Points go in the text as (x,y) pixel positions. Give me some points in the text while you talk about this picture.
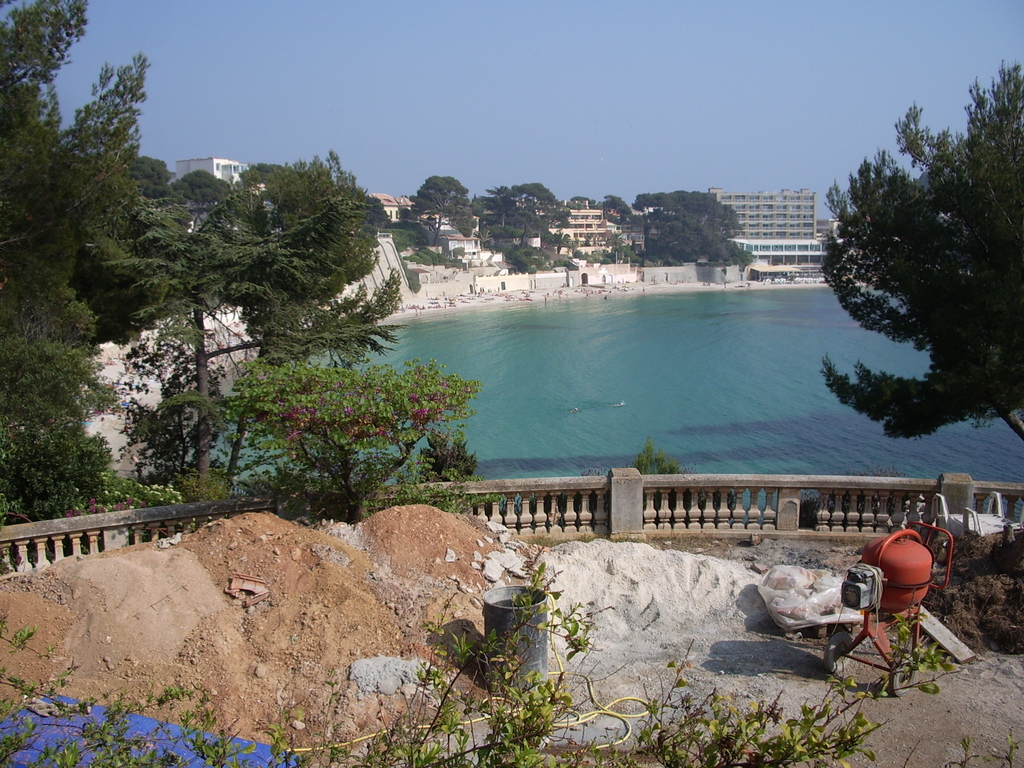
In this image there is a sand (402,713) at the bottom (197,596). In the middle (611,358) there is water (609,382). On the left side (56,304) there are trees (226,296). At the top (511,91) there is the sky (511,91). In the middle (603,271) we can see there are so many buildings (447,228) one beside the other. There is a railing (555,516) around the sand (339,574) at the bottom (539,513).
